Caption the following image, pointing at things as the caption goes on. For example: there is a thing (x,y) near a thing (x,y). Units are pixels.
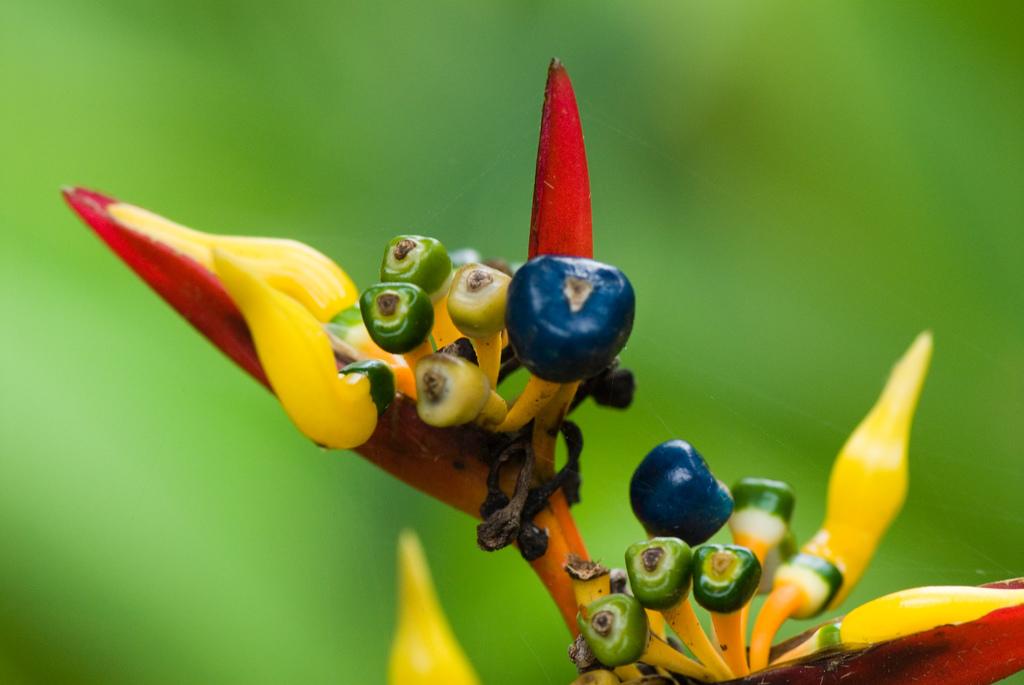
In the picture we can see a plant (375,344) with flower buds (536,321) which are green in color, some are blue, red, and yellow in color and behind it, we can see some plants (705,377) which are green in color and not clearly visible.
